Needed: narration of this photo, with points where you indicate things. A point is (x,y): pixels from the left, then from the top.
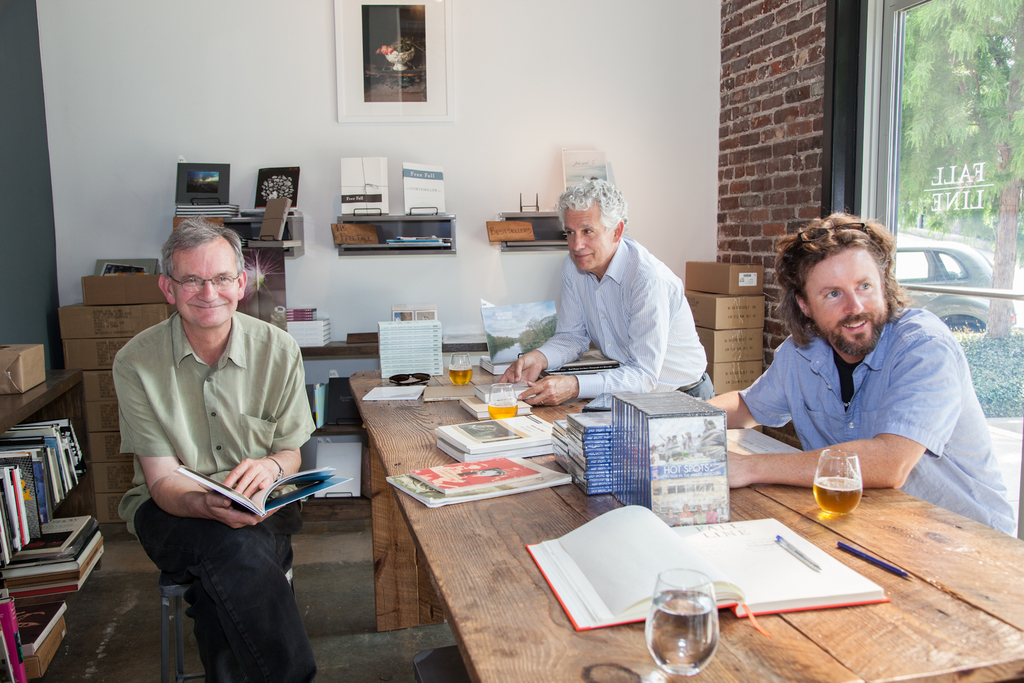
In the image there are two old man (270,409) and a man (872,408) sat on either side of the table (806,507), the table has wine glasses (839,489), books (525,440) on it and over to the wall (251,85) there is photograph (389,87), this seems to be a book storage area (130,607). Over the right side (974,133) there is a glass window (957,177) and outside the window (944,273) there is a car (972,265) and a tree (999,240).
